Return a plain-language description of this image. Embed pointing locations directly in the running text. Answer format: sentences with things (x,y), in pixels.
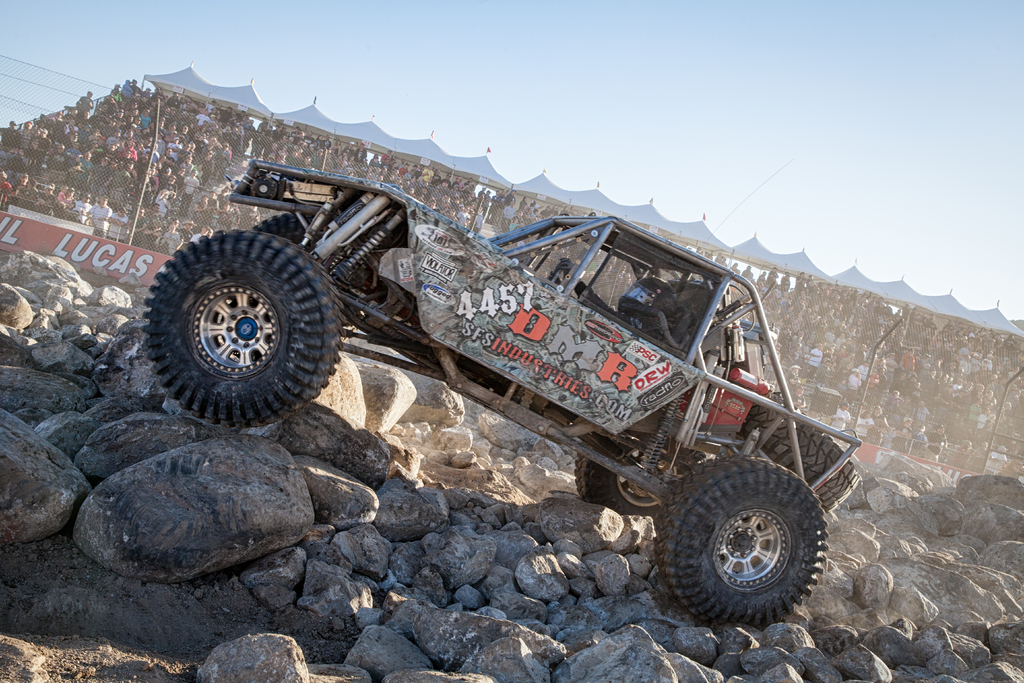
At the bottom of the image (372,473) there are some stones (357,485). In the middle of the image (408,261) a person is riding a vehicle (314,173) on the stones (246,574). Behind the vehicle (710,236) many people (64,134) are standing and watching and there is fencing (217,137). At the top of the image (748,174) there is sky (217,54).
